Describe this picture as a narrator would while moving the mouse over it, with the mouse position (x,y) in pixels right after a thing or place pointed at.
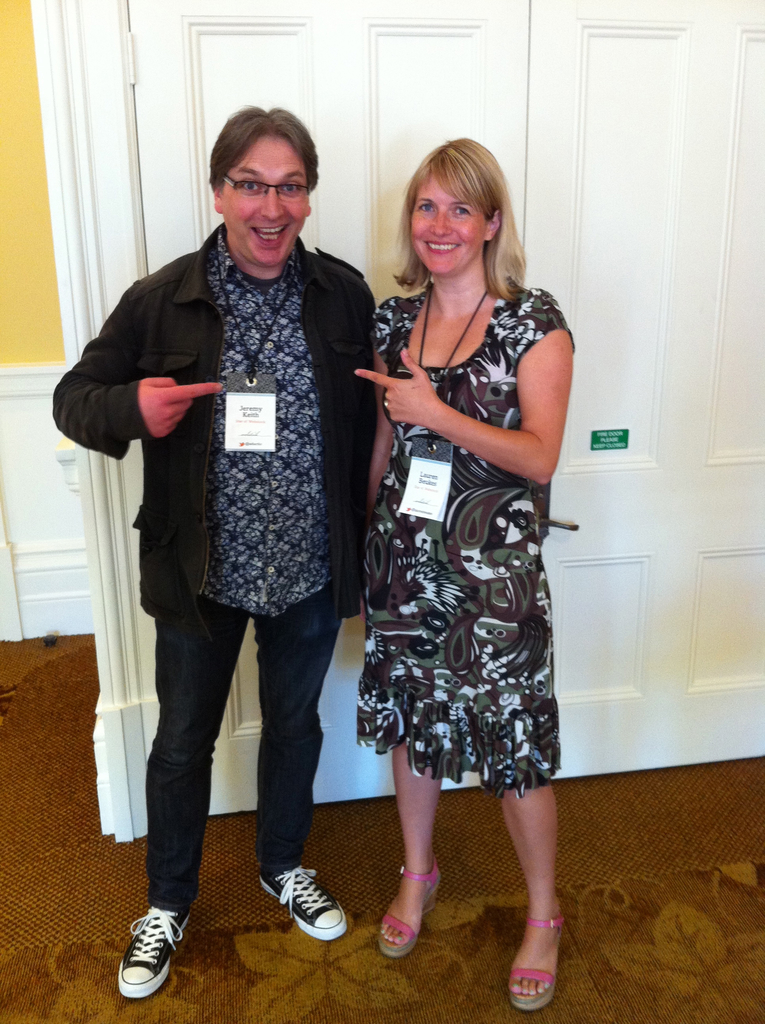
In this image we can see a man (244,225) and woman (487,626) is standing and smiling. They are wearing ID card (440,472) in their neck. The woman (457,645) is wearing black-grey color dress (456,617) and the man (200,523) is wearing black color jacket (181,495). Behind them white color door (309,90) is there and yellow color wall (33,203) is present.
